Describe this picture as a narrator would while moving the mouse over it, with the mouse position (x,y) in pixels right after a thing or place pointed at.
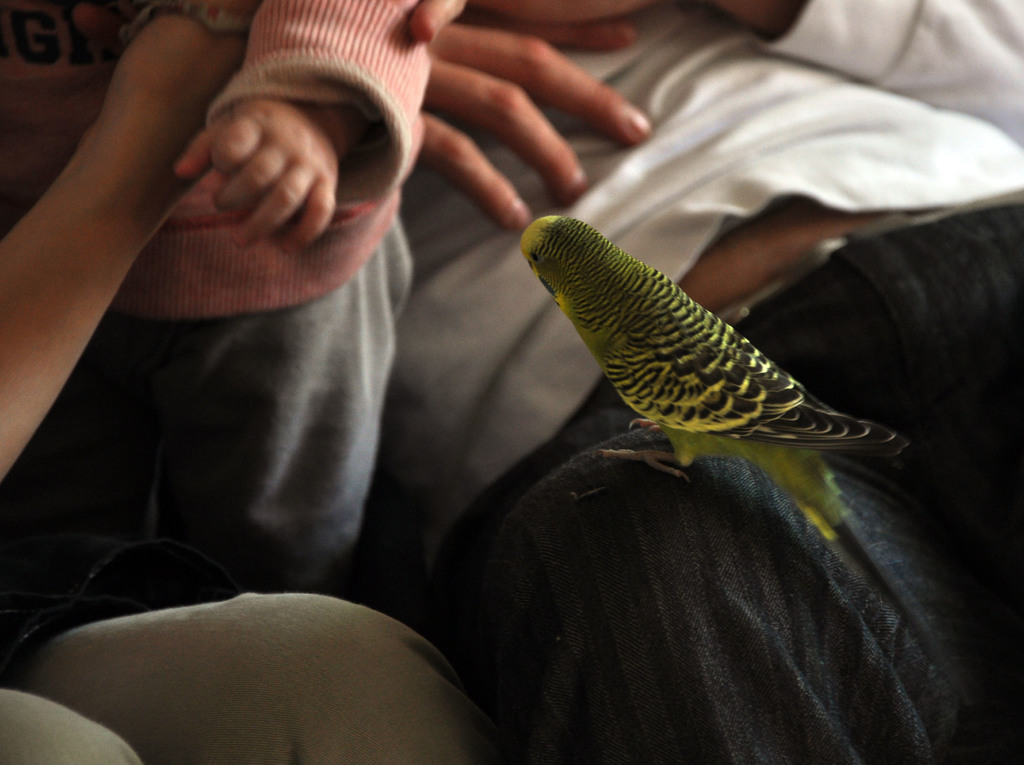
In this picture, we can see a few partially covered people (531,383), and we can see a bird (779,476) on a person (576,181).
